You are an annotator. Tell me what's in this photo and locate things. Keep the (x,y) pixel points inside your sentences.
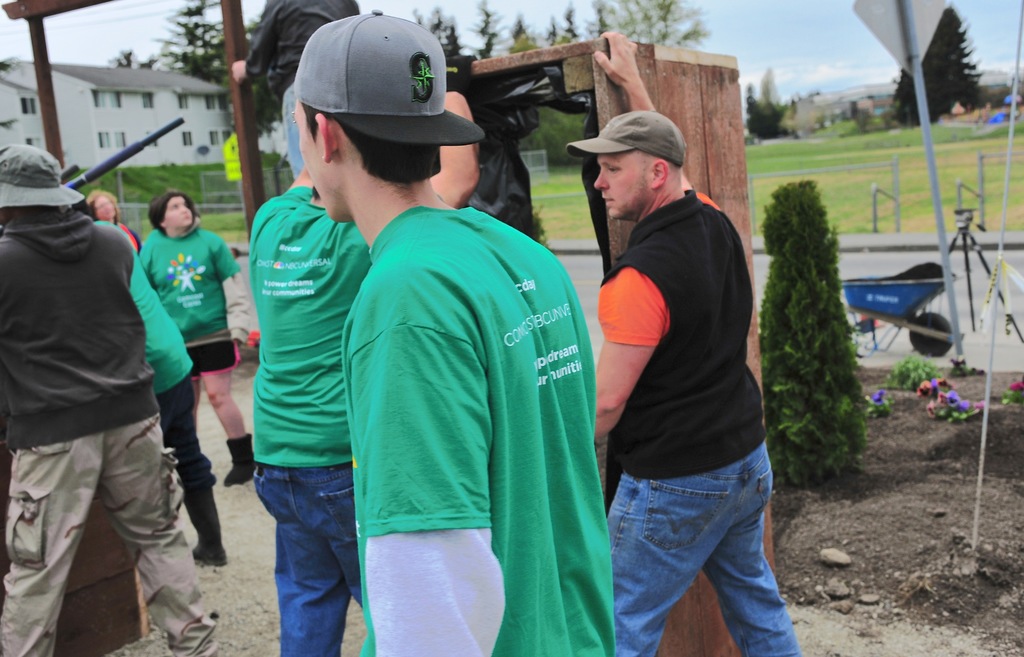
In this image I can see a group of people (317,117) are there, few people (403,303) are wearing the caps (435,85). On the right side (879,278) there is a cart (923,324), in the background (133,115) we can see few trees (554,118) and buildings (187,104). At the top (782,48) there is the sky (524,24).
